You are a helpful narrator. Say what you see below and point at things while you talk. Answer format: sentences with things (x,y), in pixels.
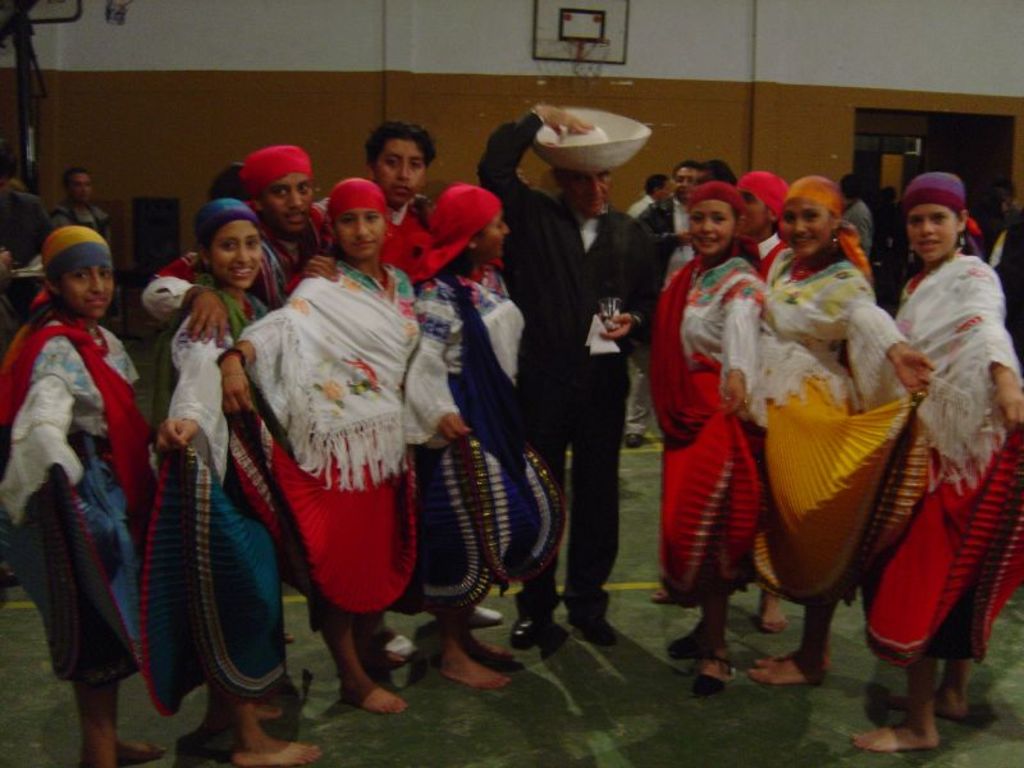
In this image I can see there are few persons (488,269) wearing colorful dresses (937,403) and in between I can see a person (530,230) holding a tissue paper (600,328) and glass (611,297), a bowl (626,126) on his head (608,189), back side of them I can see few persons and the wall (669,69), on the wall (649,84) I can see frame (556,59) attached.
